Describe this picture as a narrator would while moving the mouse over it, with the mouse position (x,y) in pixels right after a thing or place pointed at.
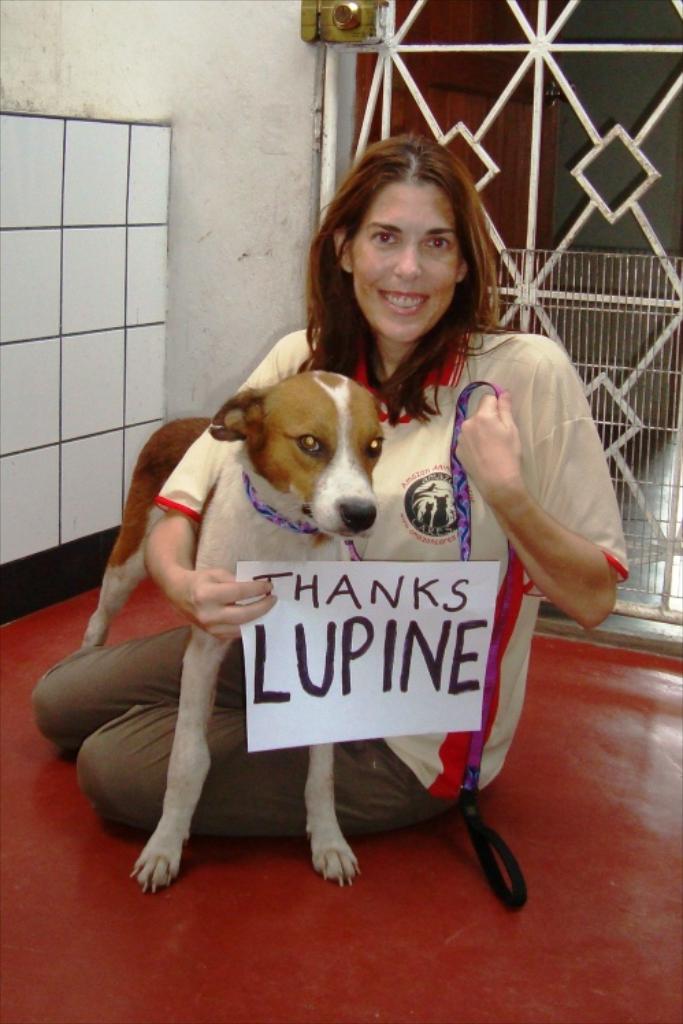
In this picture there is a woman (187,641) holding a dog (187,692) with a paper (337,645) in her hand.
